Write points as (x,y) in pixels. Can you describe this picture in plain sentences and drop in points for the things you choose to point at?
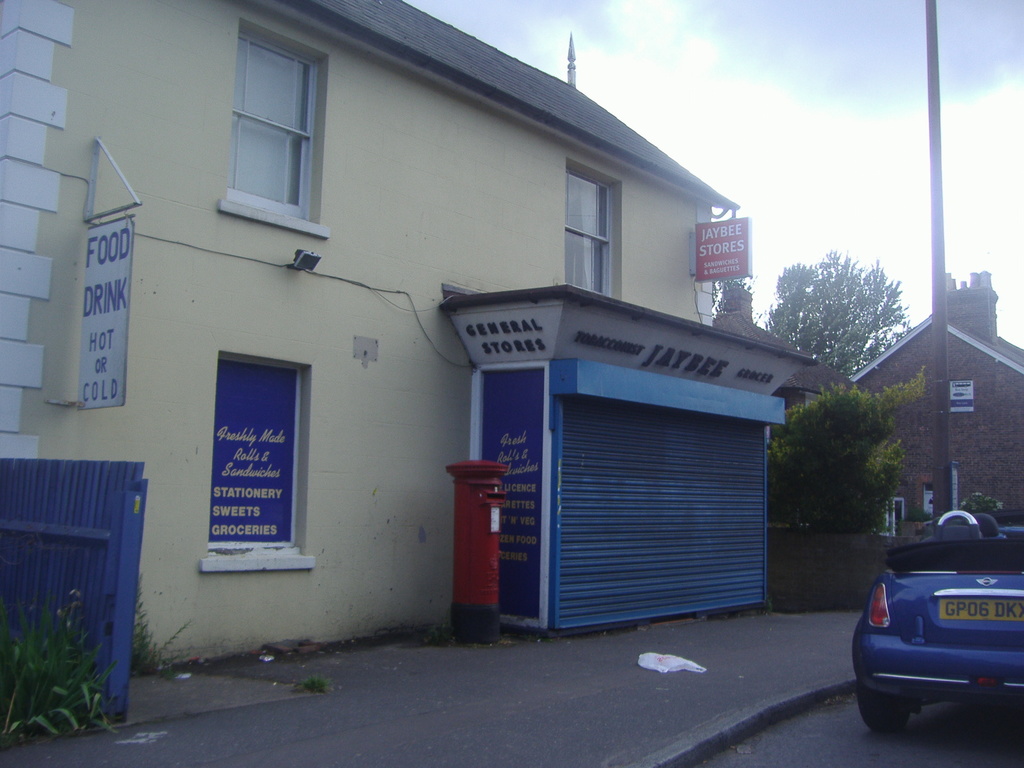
In this picture we can see a building (427,178) with glass window (253,153) and here it is a name board (107,361) attached to this wall (79,186) and we can see a shutter (563,501) closed and in background (891,393) we can see sky (802,102), trees (783,488) and in front of this building (628,505) we have footpath (825,665), road (910,727) and on road (910,727) there is car (872,625).
